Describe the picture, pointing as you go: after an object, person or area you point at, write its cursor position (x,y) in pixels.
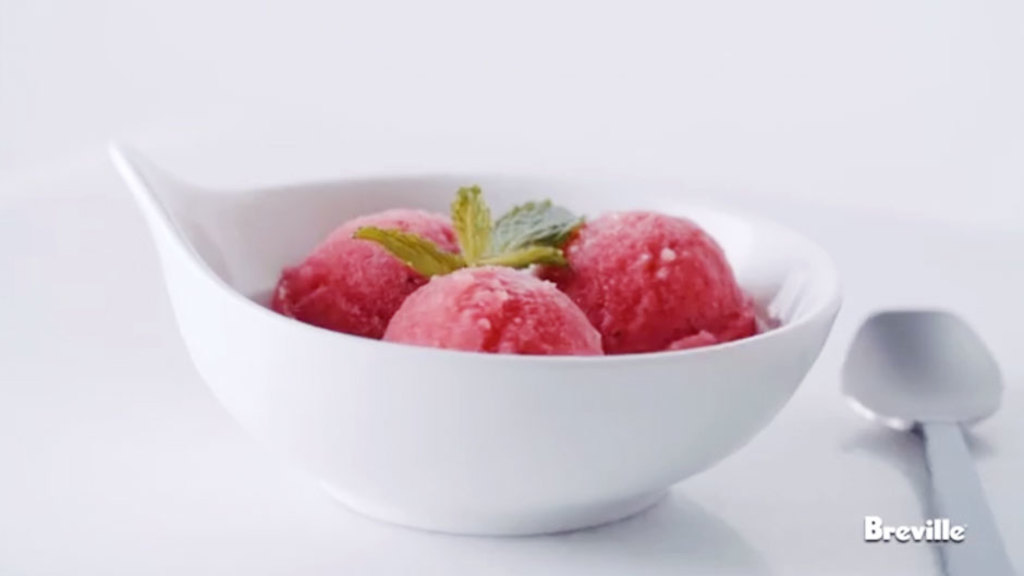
Here in this picture we can see a bowl (301,217) which is filled with ice cream (455,276), present on a table (426,571) and we can also see some mint leaves (407,242) on it and beside that we can see a spoon (917,364) present.
